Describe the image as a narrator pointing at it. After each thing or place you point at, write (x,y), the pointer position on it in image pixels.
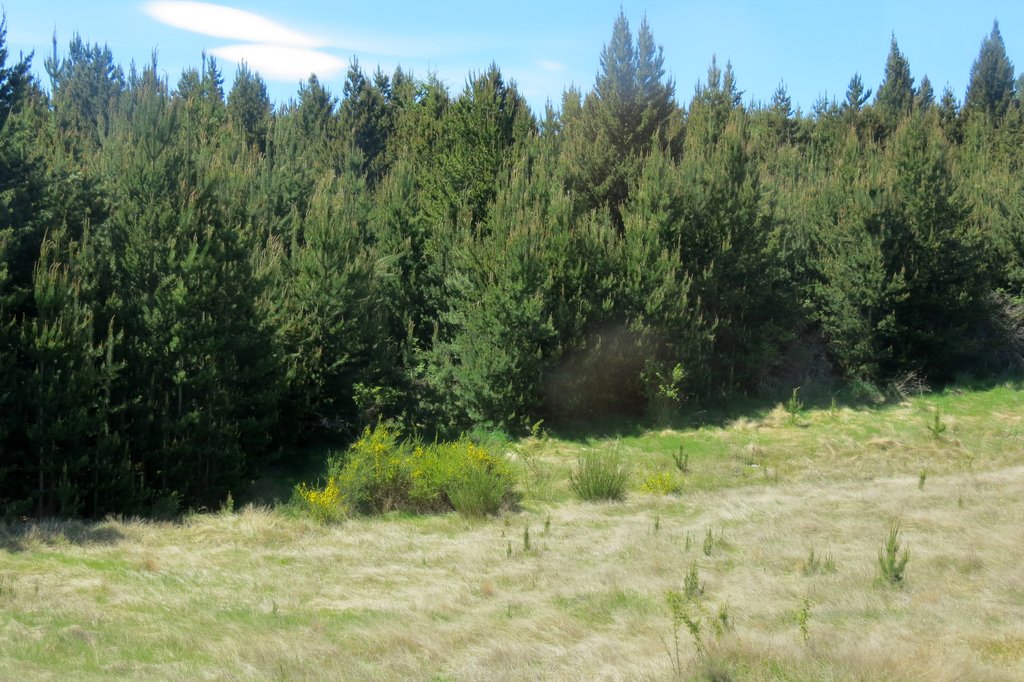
In this picture we can see grass (677,478), plants (474,486) and trees (509,325). In the background of the image (480,59) we can see the sky (438,56).
